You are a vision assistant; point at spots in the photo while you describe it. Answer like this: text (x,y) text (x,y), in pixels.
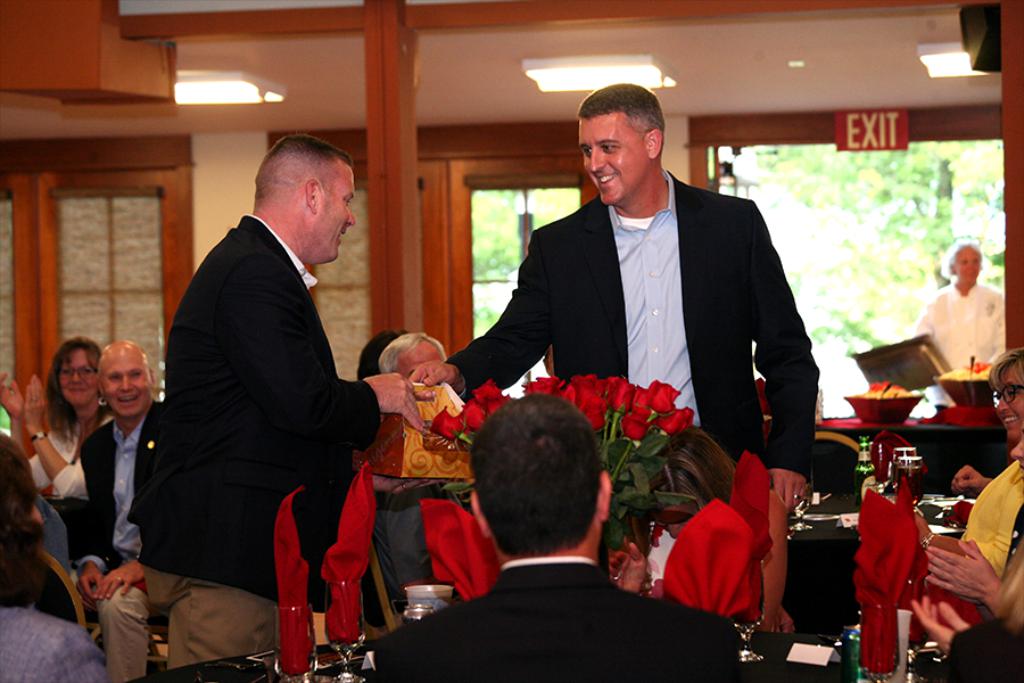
In the center of the image (491,336) there are persons (293,339) standing on the floor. At the bottom of the image (519,488) we can see flower vase (459,420) and persons (506,623) sitting at the table (851,543). In the background (839,513) we can see tables (843,493), beverages (898,472), bottles (865,461), plates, persons (949,317), door (445,226), windows (515,227), lights (546,90) and wall (197,164).
